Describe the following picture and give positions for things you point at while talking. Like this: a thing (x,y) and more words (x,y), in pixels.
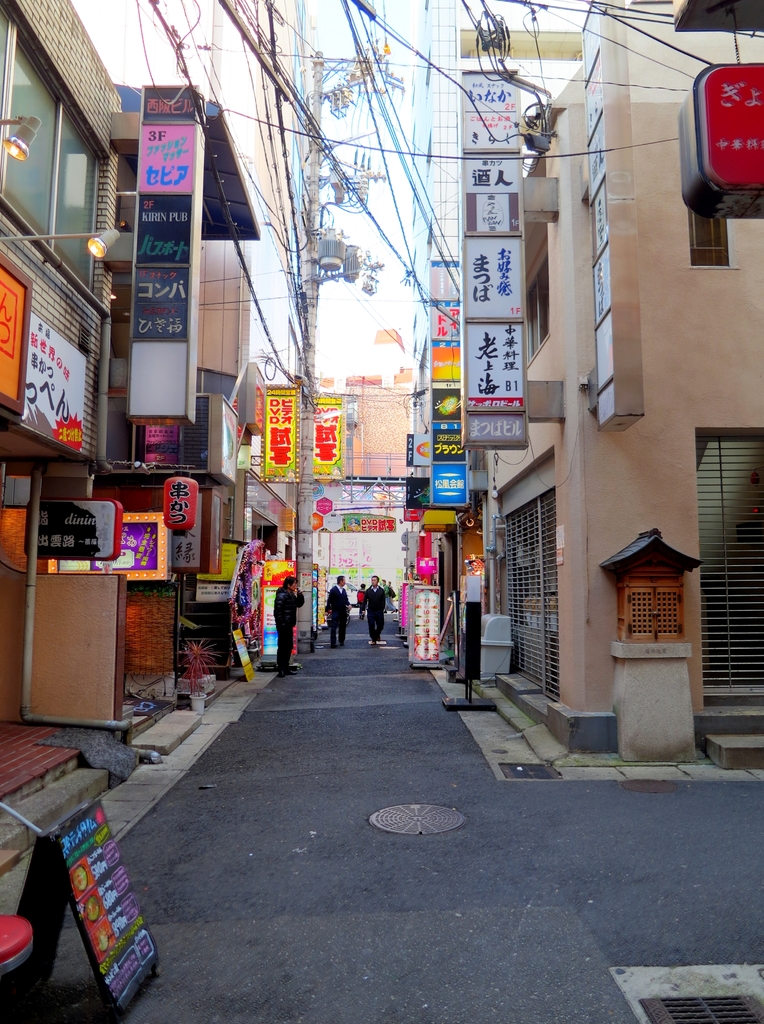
In this image on the right side (598,629) and left side (179,125) there are some buildings (560,729) and windows (81,220) and some boards (38,345), in the center (338,613) there are some people (392,607) who are walking on the road (310,818). And also there are some boards (94,848) and tables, at the top (295,107) there are some wires (301,295) and one pole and also we could see some lights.
